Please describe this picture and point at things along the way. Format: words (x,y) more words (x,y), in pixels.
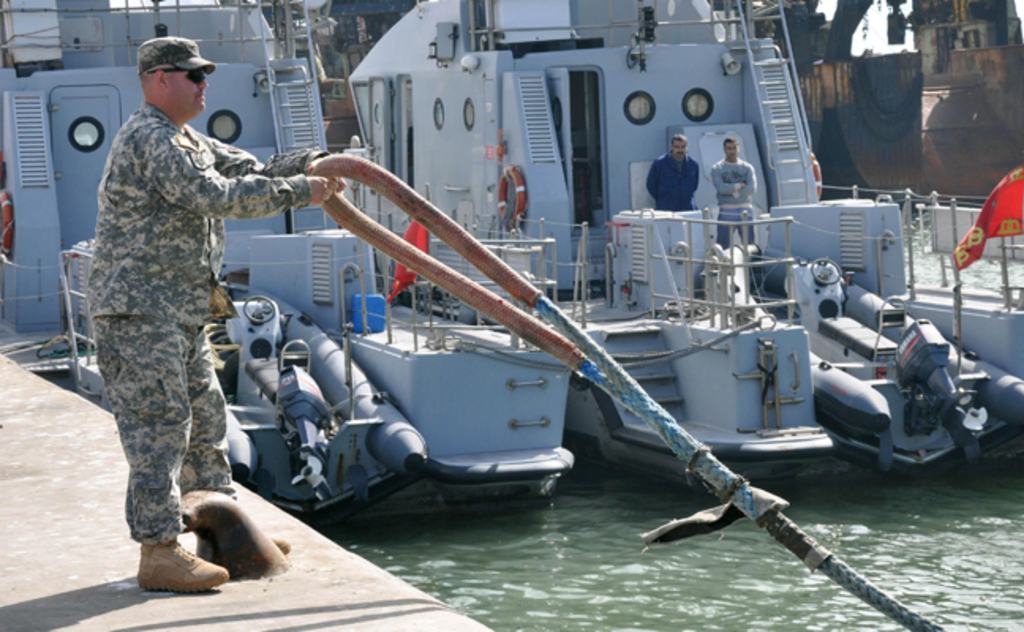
In the image there is a man (148,58) in camouflage dress (166,340) holding a rope (709,464) and there are boats (292,241) in the canal (799,491) with two persons (670,179) standing on it.
